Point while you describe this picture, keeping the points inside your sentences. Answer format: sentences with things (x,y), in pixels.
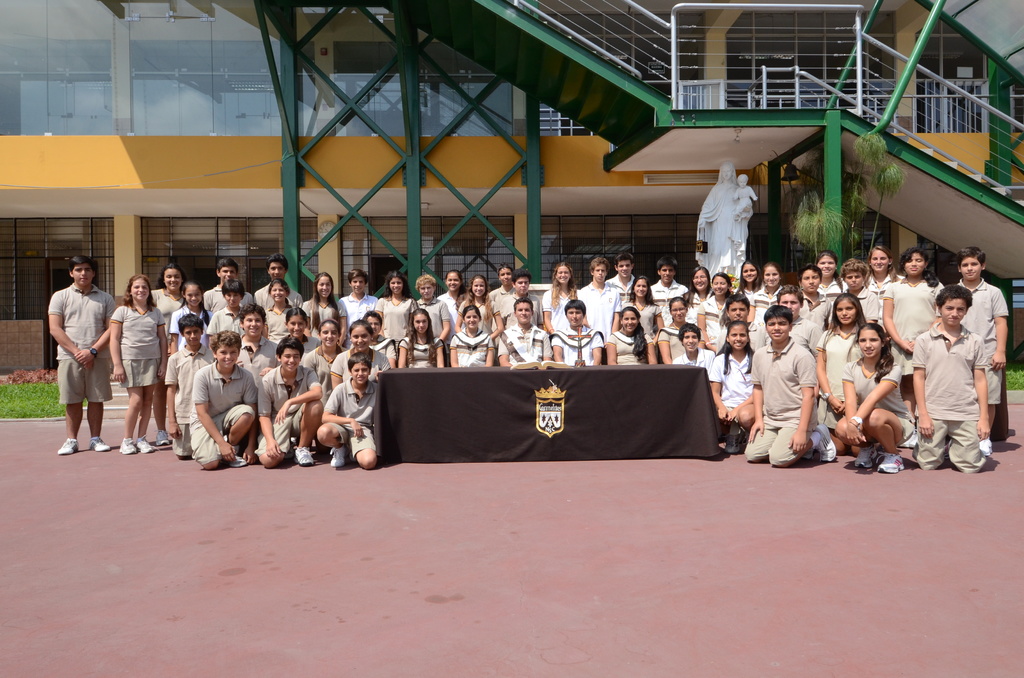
In this picture we can see a group of people (220,409) on the ground (85,559) and in the background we can see a building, statue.
